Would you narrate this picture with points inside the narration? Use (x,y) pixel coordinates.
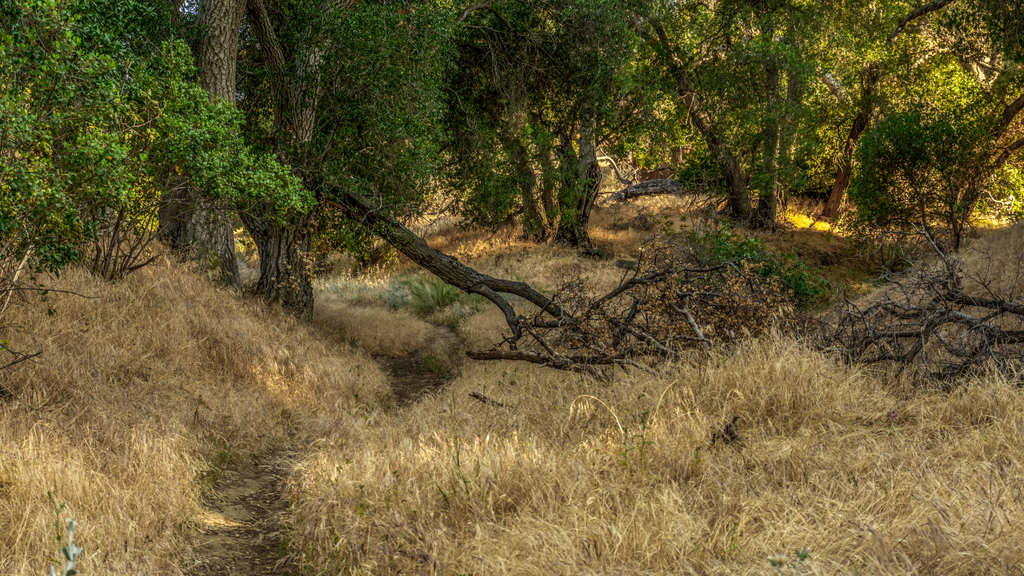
In this image I can see yellow grass ground (501,260) and on it I can see number of trees (664,74). I can also see few tree trunks (354,208) on the ground (409,541).
